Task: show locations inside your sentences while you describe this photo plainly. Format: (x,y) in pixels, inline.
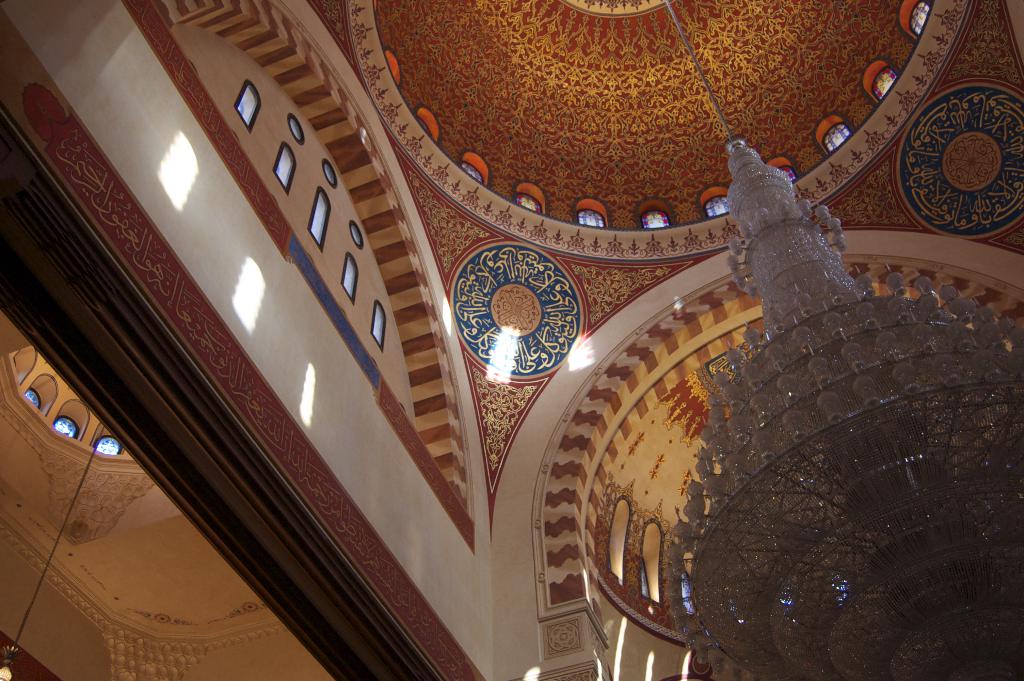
This is an inside view of a building (604,250) and here we can see lights (181,203) and a ceiling (512,310). At the top (507,149), there is a roof (485,58).
